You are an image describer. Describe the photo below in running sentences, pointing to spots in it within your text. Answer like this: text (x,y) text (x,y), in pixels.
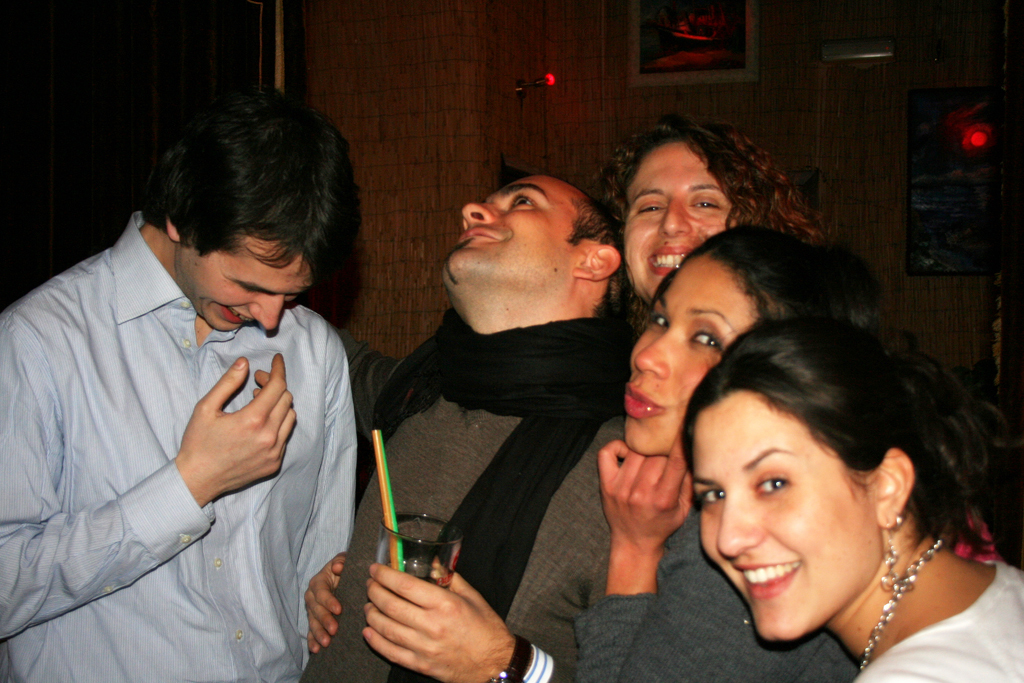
Here in this picture we can see a group of people (558,301) standing over a place and the person (513,527) in the middle (538,320) is holding a glass of drink (404,555) in his hand (413,599) and we can see most of them are smiling.
